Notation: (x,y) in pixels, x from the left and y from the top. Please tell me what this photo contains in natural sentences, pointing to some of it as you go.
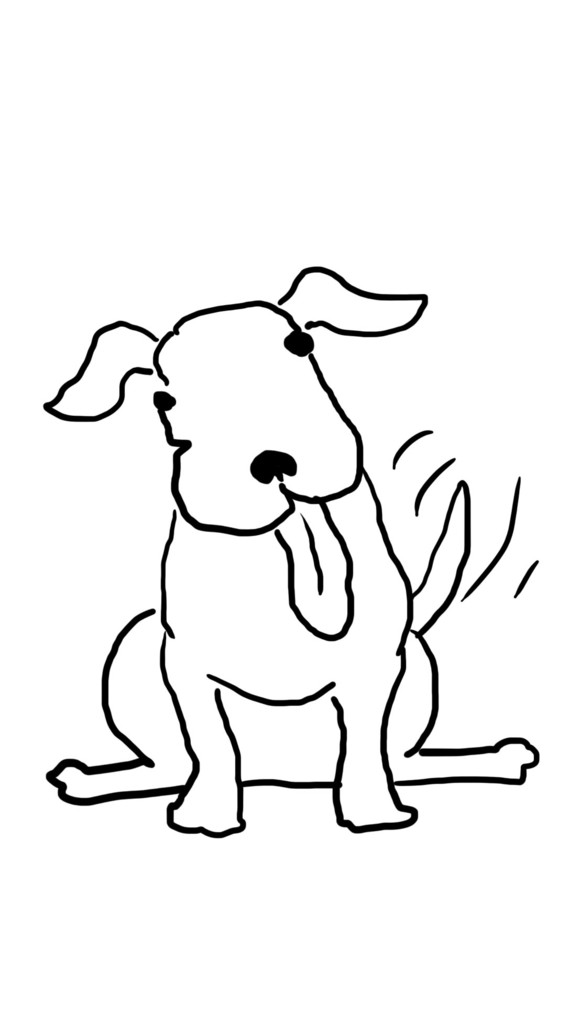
In this picture I can see a drawing (495,761) of a dog (248,382).
